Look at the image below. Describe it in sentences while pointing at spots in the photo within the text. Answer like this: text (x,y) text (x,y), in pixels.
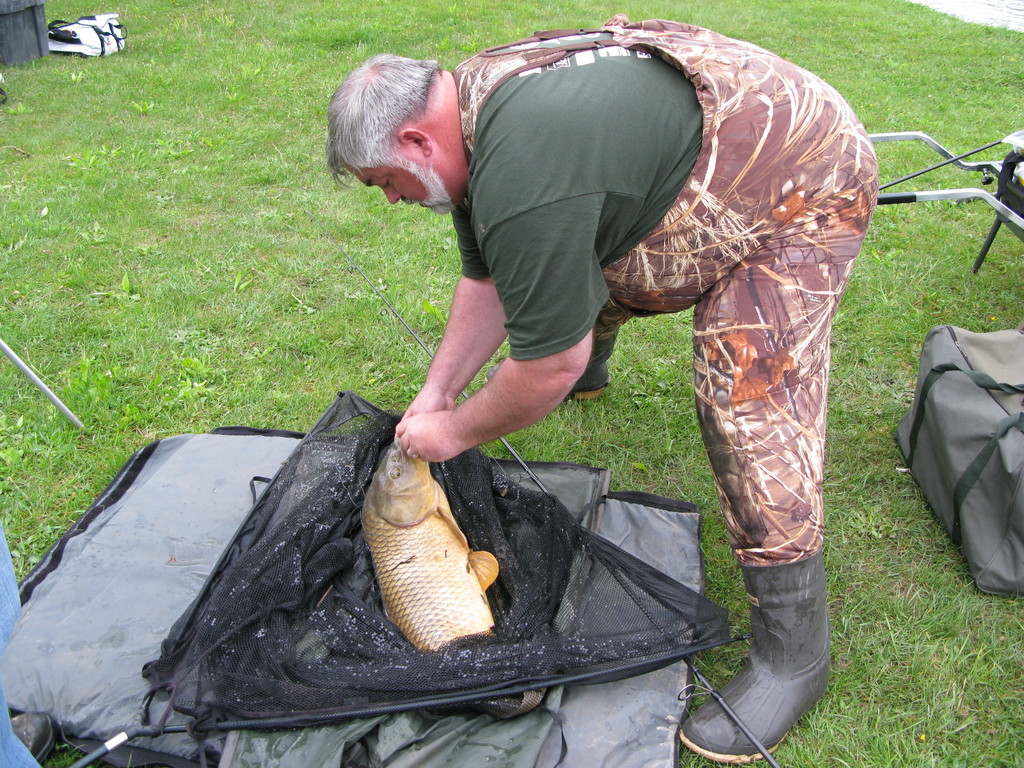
This image consists of a man (821,281) holding a fish (396,595). At the bottom (252,734), we can see a mat (314,741) and a net (389,670). On the right (963,386), there is a bag (1001,469). At the bottom (885,537), there is green grass (147,334). In the top left (98,21), there is a bag (118,46) in white color.
